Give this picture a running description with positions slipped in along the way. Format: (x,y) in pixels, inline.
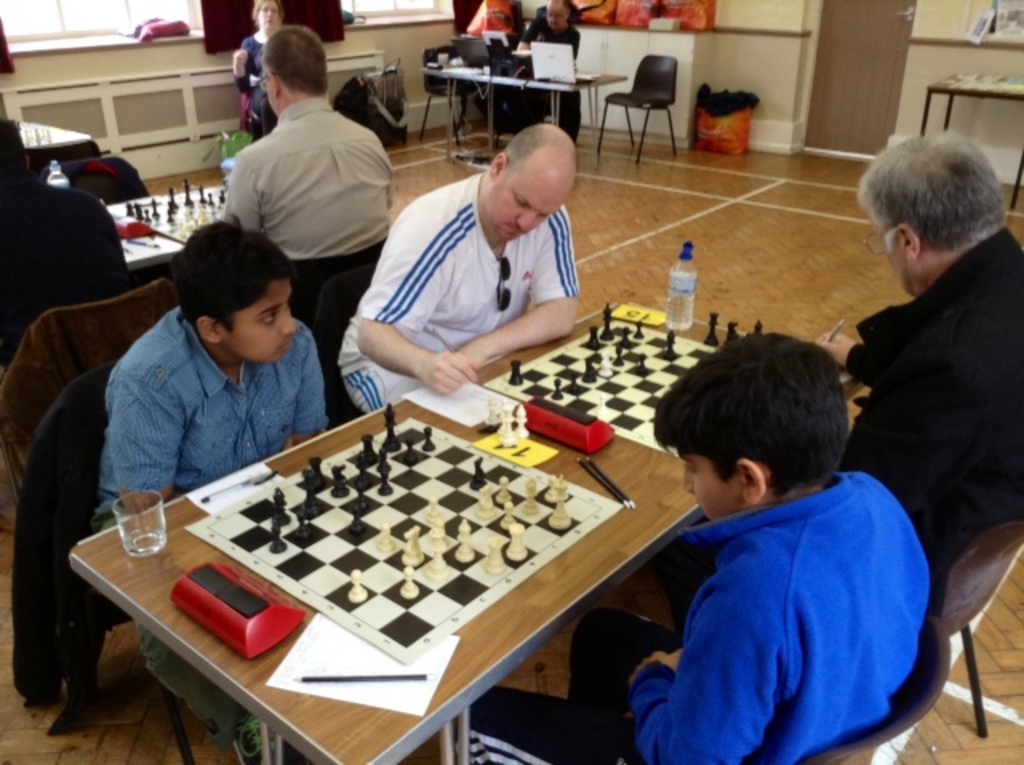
The picture is taken in the closed room (605,596) and there are so many people (446,288) sitting on the chairs (86,148) and playing chess (511,562) in front of them on the tables (160,558), on the table (164,578) there are glasses (147,552), water bottle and paper (336,652), pens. At the right corner of the picture (945,127) there is one table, behind the table (953,89) there is one wall (926,62) and door (816,81) and chairs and tables (553,83) and laptop (543,80) on the table (578,81). On the left corner of the picture (124,13) there is a wall (179,62) and windows (33,14).
